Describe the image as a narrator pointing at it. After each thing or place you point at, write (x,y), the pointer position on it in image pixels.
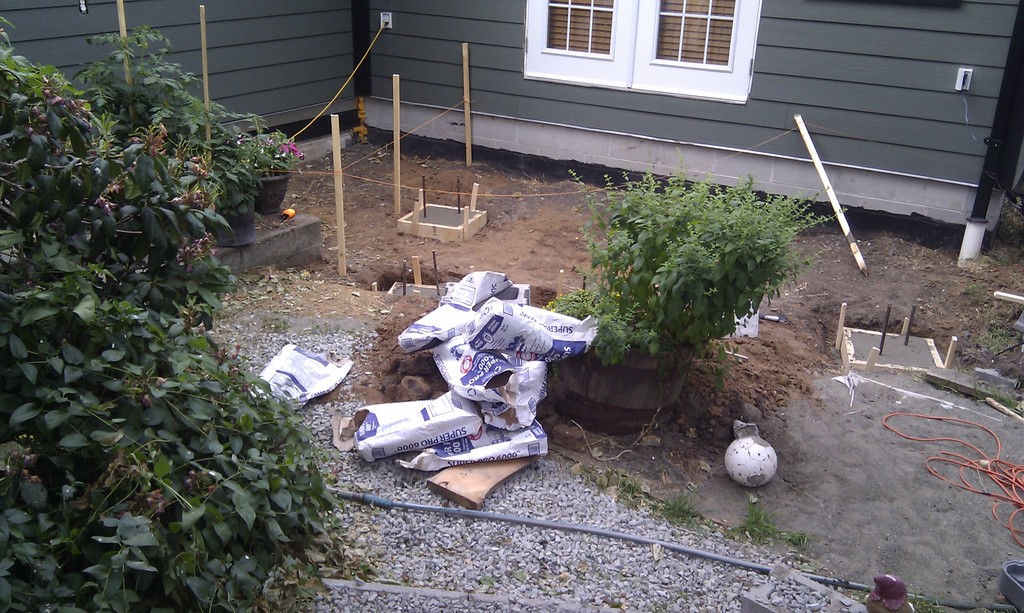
In this picture we can see few plants (236,357), stones (546,501), bags (515,411) and a pipe (557,529), in the background (247,222) we can find flower pots (272,190), a building (224,70) and a pole (995,134), on the right side of the image (946,440) we can find a cable (959,480).
